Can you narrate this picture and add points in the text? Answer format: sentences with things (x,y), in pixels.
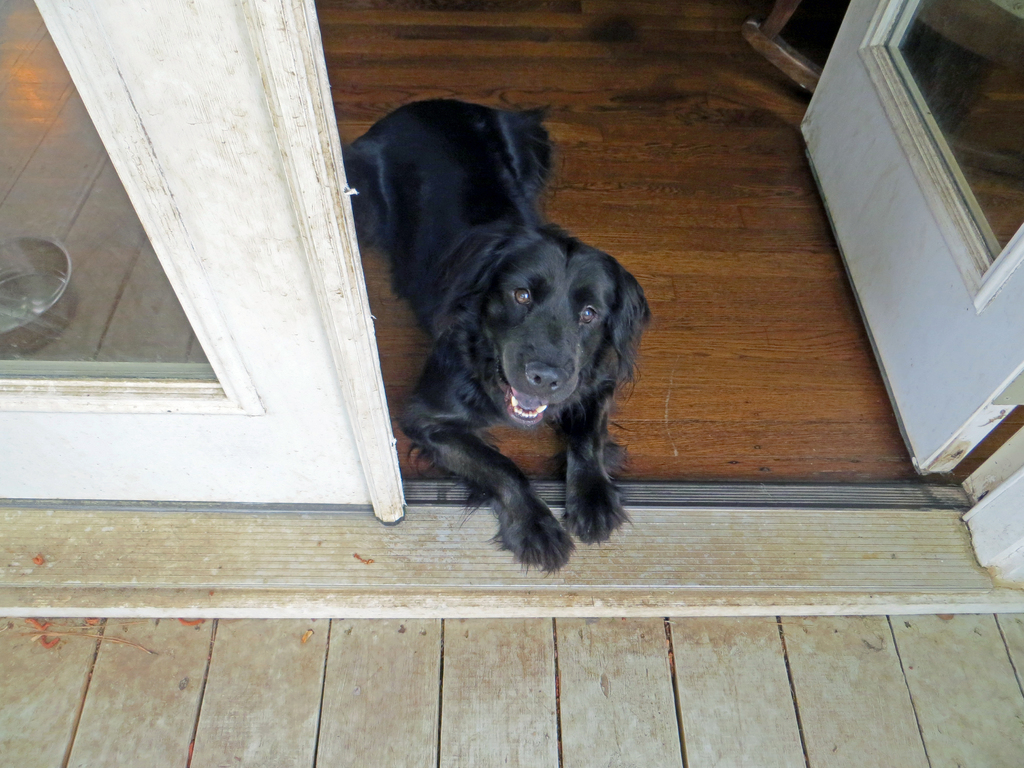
In the image we can see a dog (439,284), black in color. Here we can see the container (18,285), wooden floor (734,330) and the door (948,208).
